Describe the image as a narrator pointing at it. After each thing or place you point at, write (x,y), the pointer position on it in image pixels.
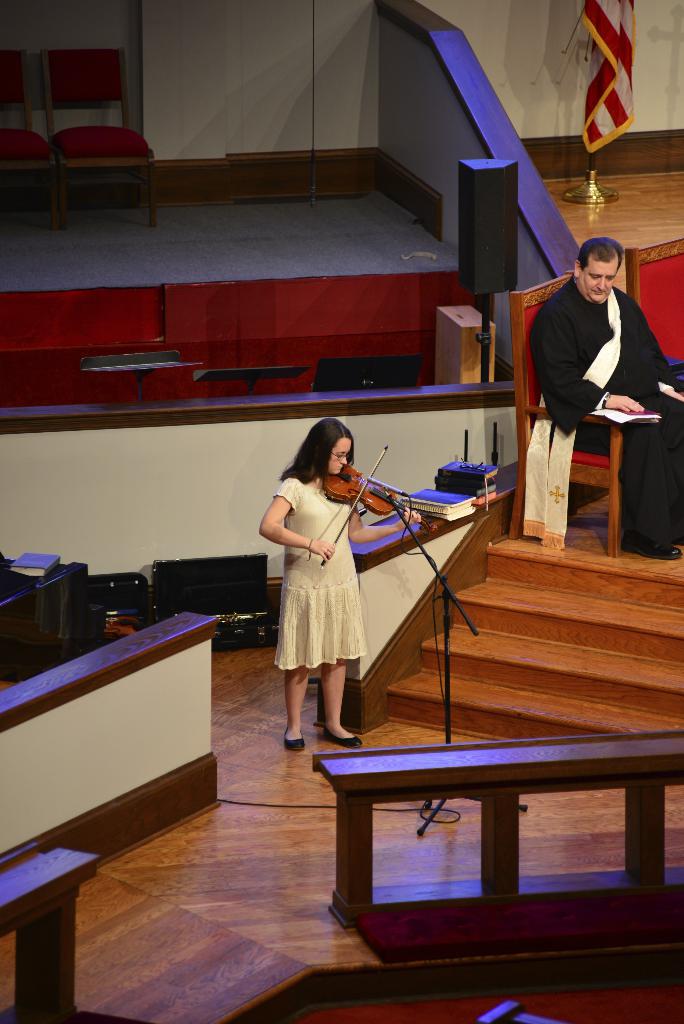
In this image we can see this woman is standing and playing violin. In the background (571,489) we can see this man (578,414) is sitting on the chair (674,348) and there is a flag (590,122).
